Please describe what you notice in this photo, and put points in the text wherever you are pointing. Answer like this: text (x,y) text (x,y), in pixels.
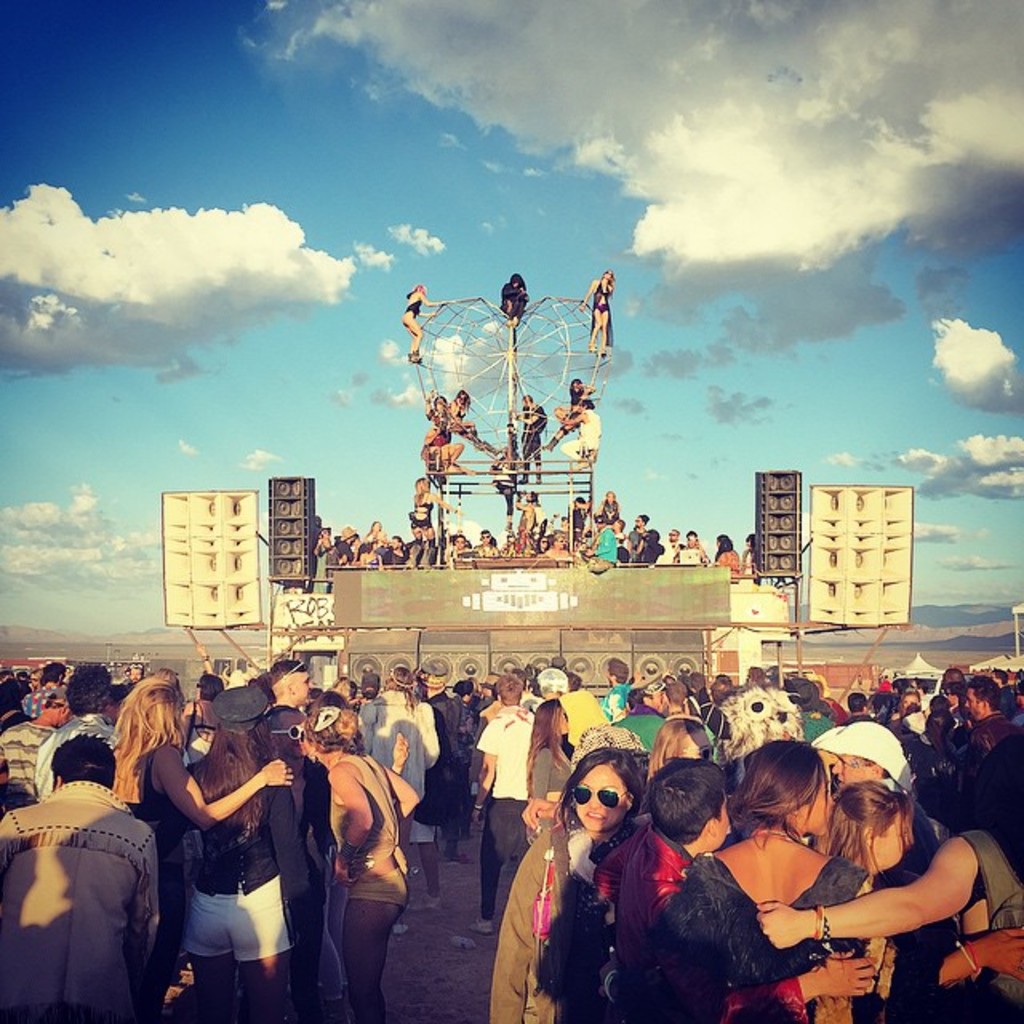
There are people (12,904), we can see stage (418,628), speakers (474,659) and rods (573,532). In the background (555,81) we can see sky (889,314) with clouds (887,301).
